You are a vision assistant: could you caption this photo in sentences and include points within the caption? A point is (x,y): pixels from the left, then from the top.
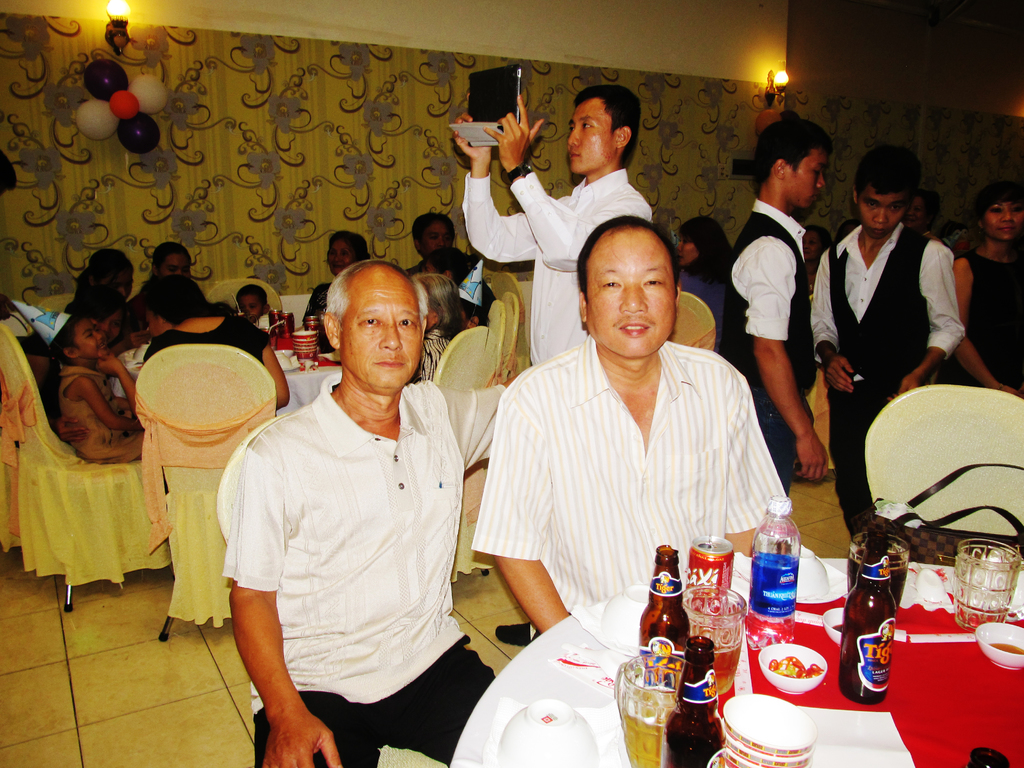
In the picture I can see two persons (585,533) sitting in chairs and there is a table (946,698) in front of them which has few drink bottles (854,665), beer bottles (876,644), water bottles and some other objects (990,611) on it in the right corner (967,617) and there is a person (566,264) standing behind them is holding a tab (498,107) in his hands (496,135) and there are few other persons (796,179), lights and balloons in the background (771,114).
